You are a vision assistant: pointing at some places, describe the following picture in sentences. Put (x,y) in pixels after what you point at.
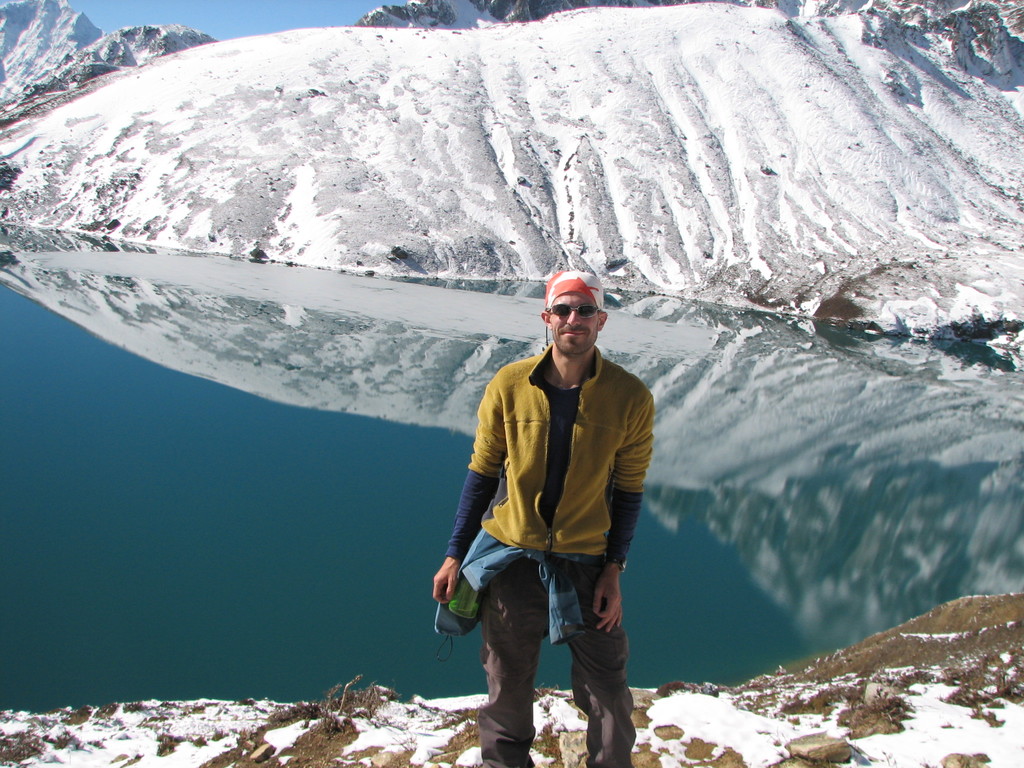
In the center of the image (515,450) we can see person (489,484) standing on the ground (537,706). In the background (644,76) we can see snow (525,79), mountains (305,40) and water (215,446).
